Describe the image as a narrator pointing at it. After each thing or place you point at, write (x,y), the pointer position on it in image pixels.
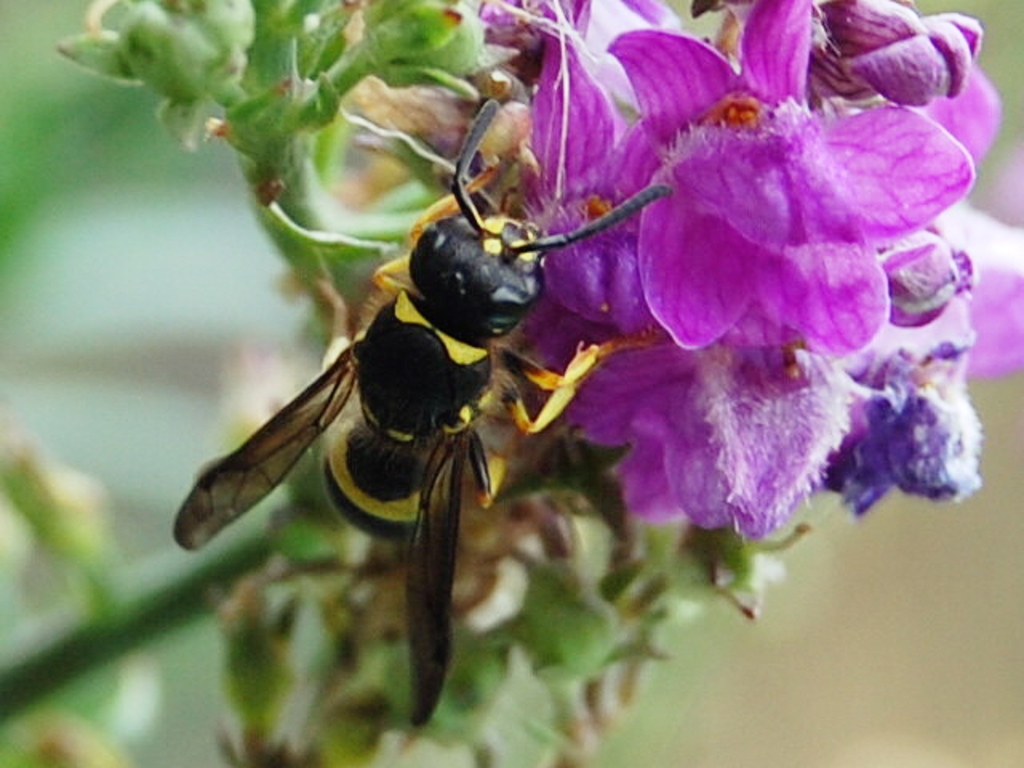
In the center of the image (447,354) we can see wasp (356,446) on the flower (625,497).
